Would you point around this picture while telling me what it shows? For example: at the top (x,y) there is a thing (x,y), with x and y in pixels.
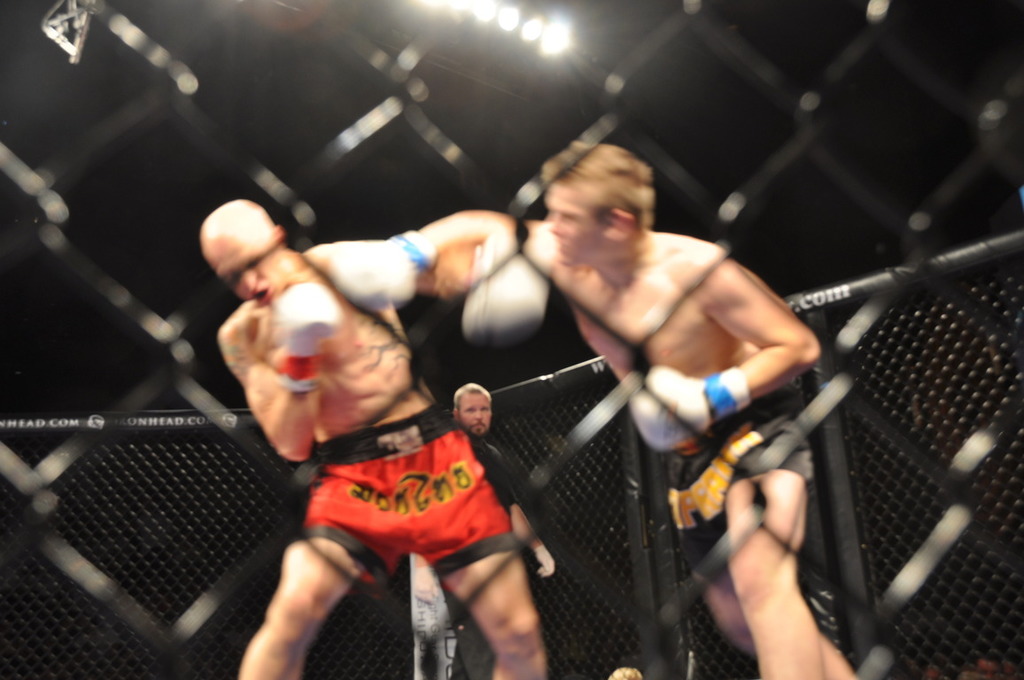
In the center of the image (640,353) there is a fence (6,149). Through the fence (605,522), we can see two persons (375,516) are boxing and they are in different costumes (444,507). In the background (567,508) there is a fence (527,420), lights (491,2), one person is standing and a few other objects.
